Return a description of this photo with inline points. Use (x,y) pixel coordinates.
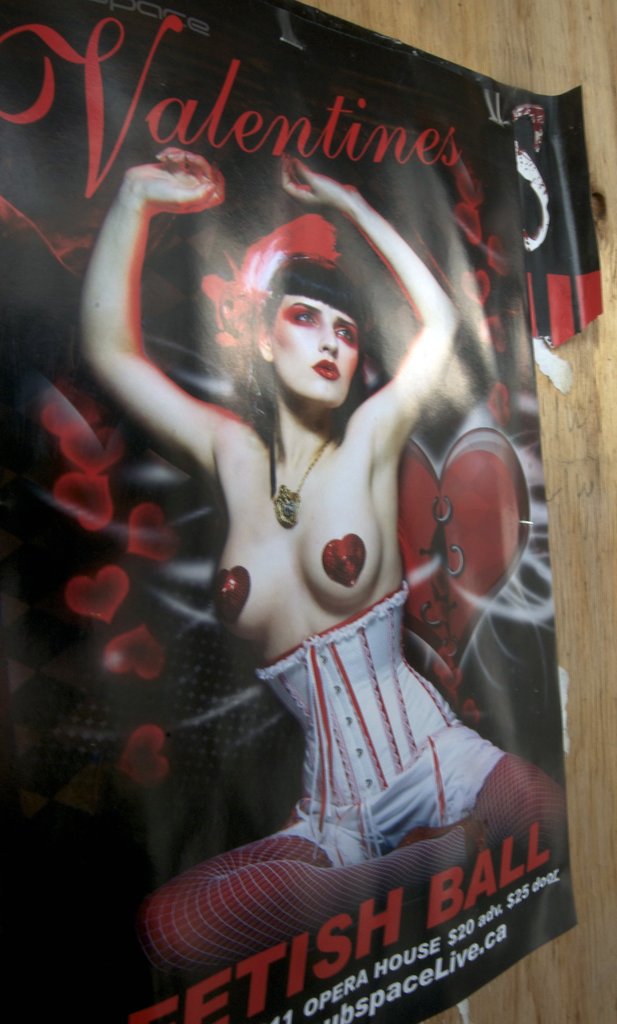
In the picture there is a poster (242,511) of a woman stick to the wall (594,714).
